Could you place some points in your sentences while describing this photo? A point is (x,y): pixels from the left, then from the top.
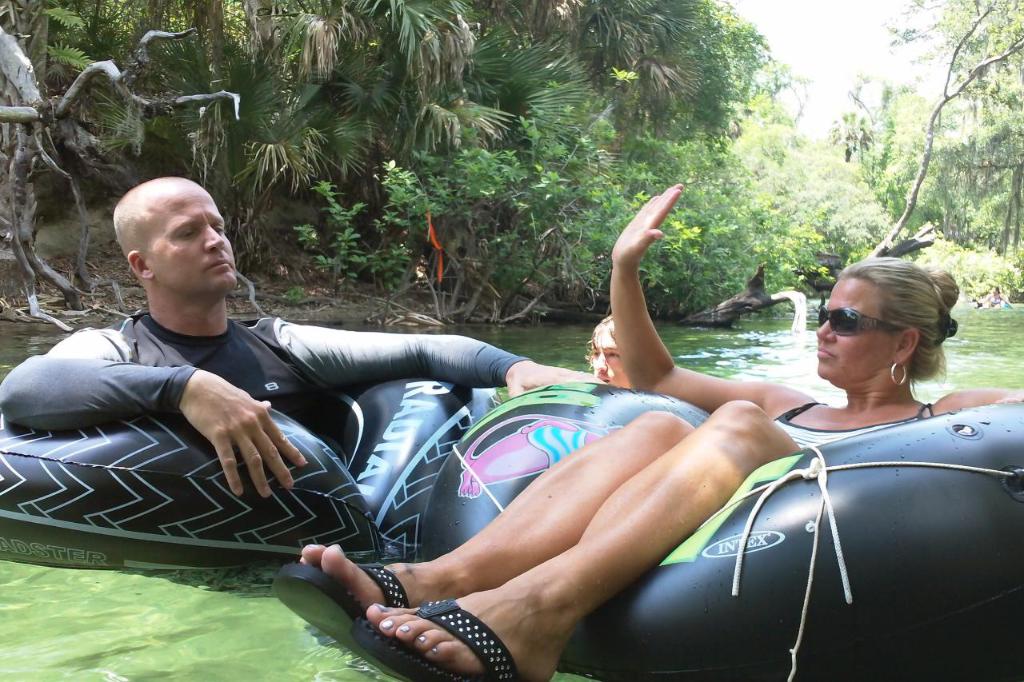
In this picture we can see water (194,644) at the bottom (231,659), there are two inflatable tubes (380,514) in the water (233,648), we can also see three persons (321,393) in the front (750,416), in the background (725,209) there are some trees (319,40) and plants (319,40), there is the sky (791,94) at the top of the picture (820,35).
